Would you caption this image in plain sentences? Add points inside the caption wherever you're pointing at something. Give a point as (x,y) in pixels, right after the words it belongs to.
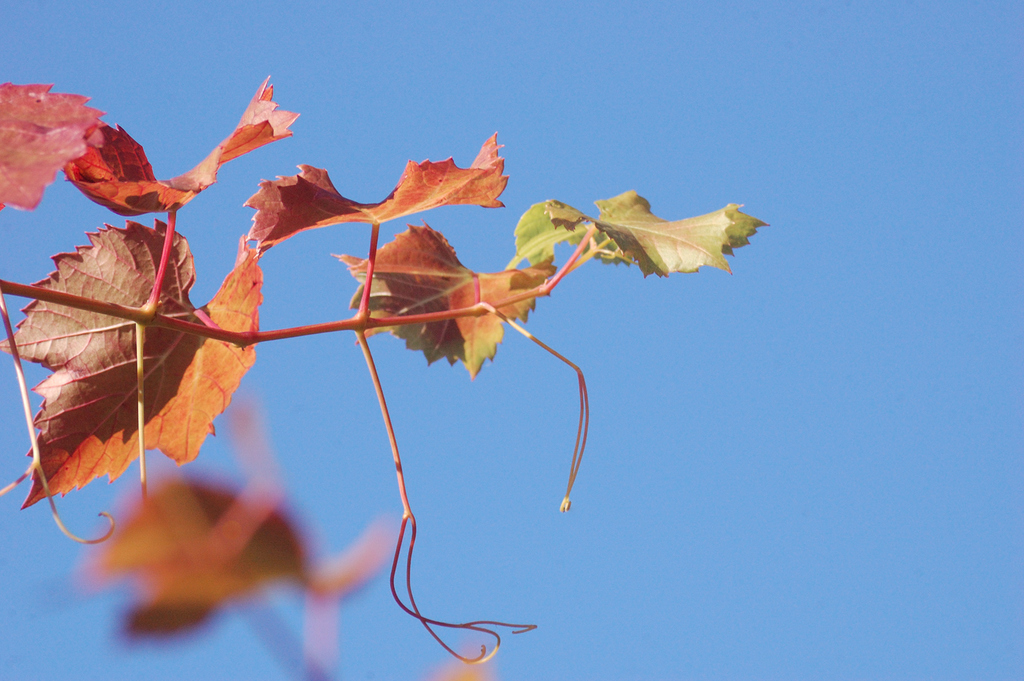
In this picture I can see a branch (2,311) with grapevine leaves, and in the background (797,287) there is sky (833,198).
